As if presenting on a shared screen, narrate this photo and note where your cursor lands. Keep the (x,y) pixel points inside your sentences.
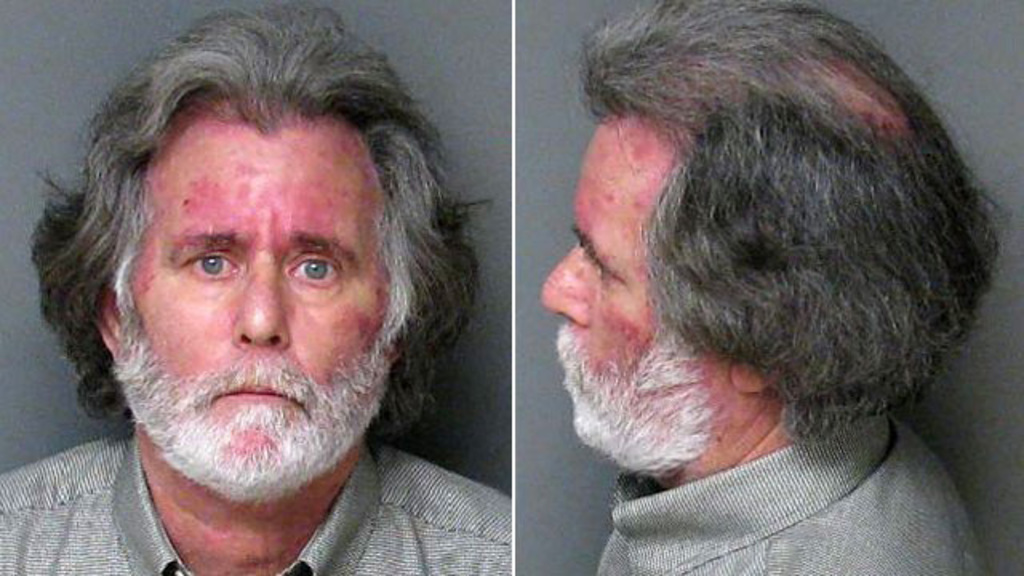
This is a collage image of a person (407,493).
